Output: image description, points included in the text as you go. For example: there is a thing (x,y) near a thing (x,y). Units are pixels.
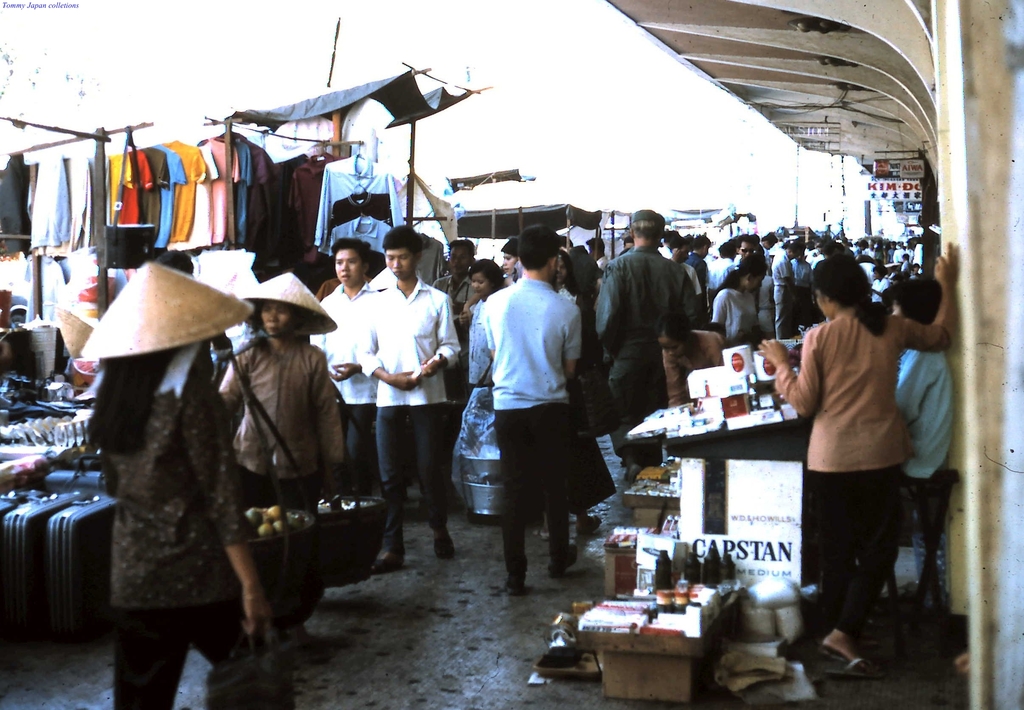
This picture describes about group of people (493,350), few are standing and few are walking, in front of them we can see few clothes (196,204), baggage (94,576) and other things (652,482), in the background (880,163) we can find few hoardings (905,201), and also we can see few people (170,331) wore caps (173,311).
